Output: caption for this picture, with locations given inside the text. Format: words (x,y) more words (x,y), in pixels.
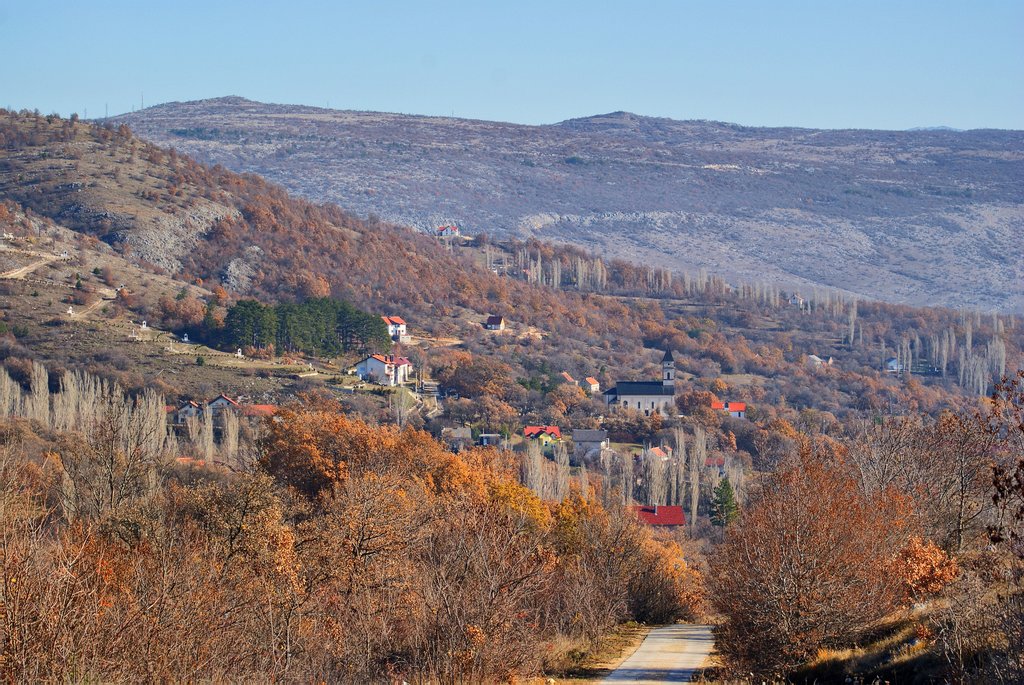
In This image at the bottom (563,558) there are some trees (451,513) and houses (366,363) and in the background (919,235) there are some mountains (482,229), on the top of the image (851,47) there is sky (794,47).
